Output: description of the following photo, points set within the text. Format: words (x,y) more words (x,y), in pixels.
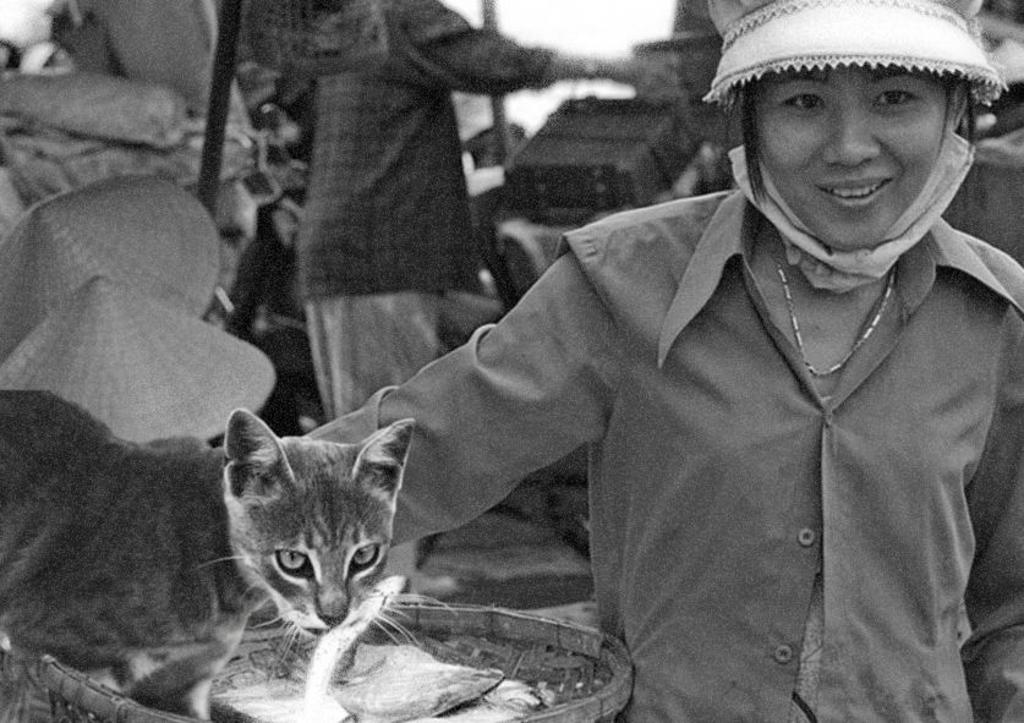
This is a black and white image. In the foreground (113,545) there is a cat (270,563) standing on an object (565,665). On the right (888,242) there is a person (801,405) wearing shirt (869,459) and smiling. In the background (420,55) we can see a person (383,169) standing and there are some objects (233,147).
